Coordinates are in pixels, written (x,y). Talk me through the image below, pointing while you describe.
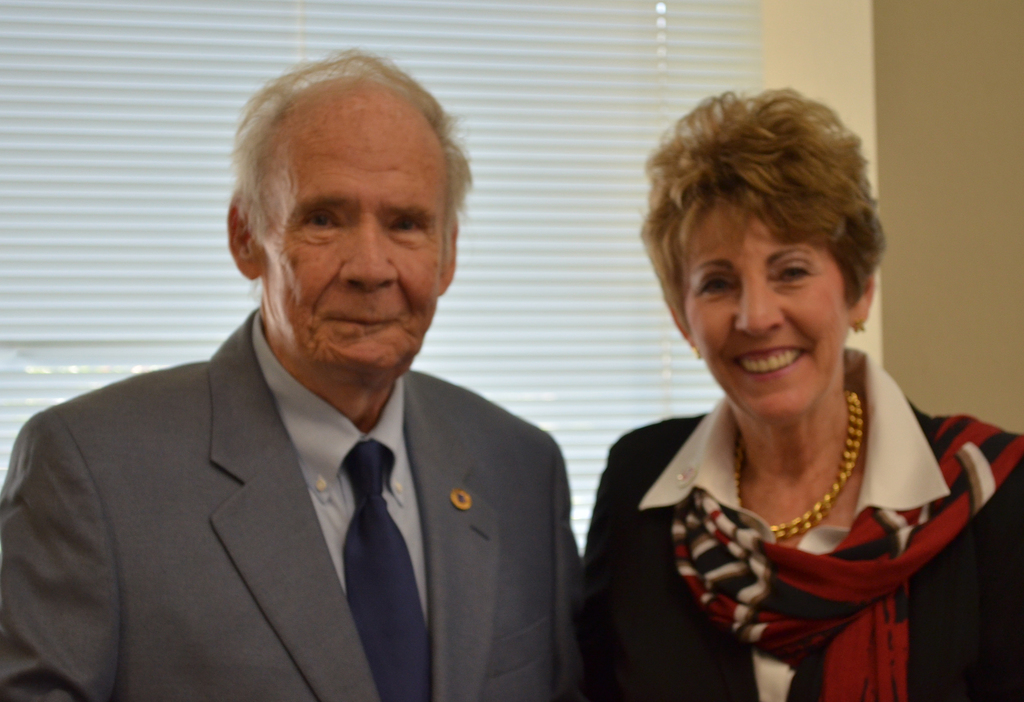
In the image we can see there are people (569,492) standing and behind there is blind (507,302) on the window (495,322).
